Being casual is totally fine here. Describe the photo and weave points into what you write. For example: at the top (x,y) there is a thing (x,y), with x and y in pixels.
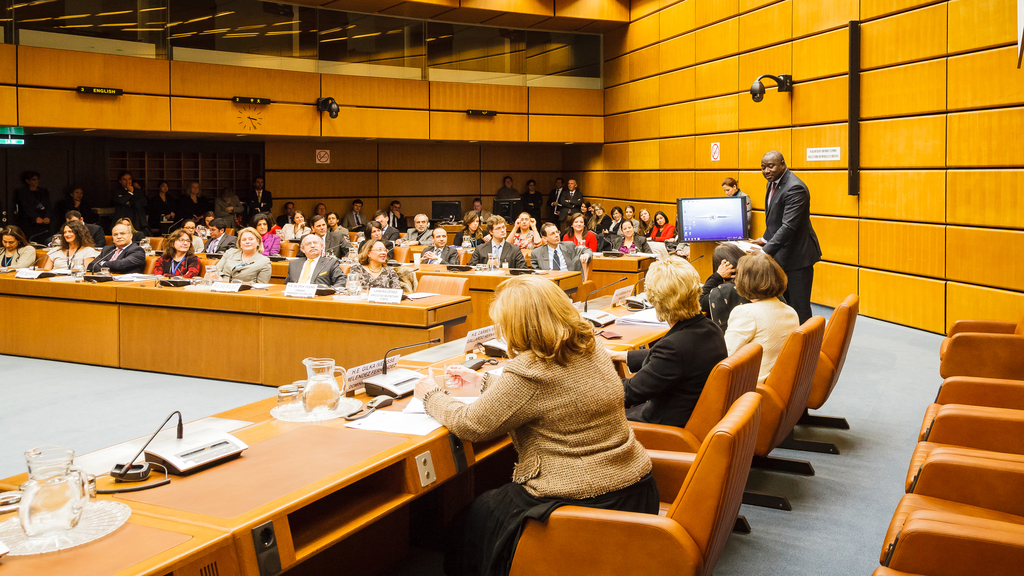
This picture shows a conference room (940,221) where most of the people (507,248) are seated on the chairs (620,560) and we see few people (731,182) standing and we see a screen (693,221) and we see few glasses (284,402) and microphones (415,379) on the table (16,486).
